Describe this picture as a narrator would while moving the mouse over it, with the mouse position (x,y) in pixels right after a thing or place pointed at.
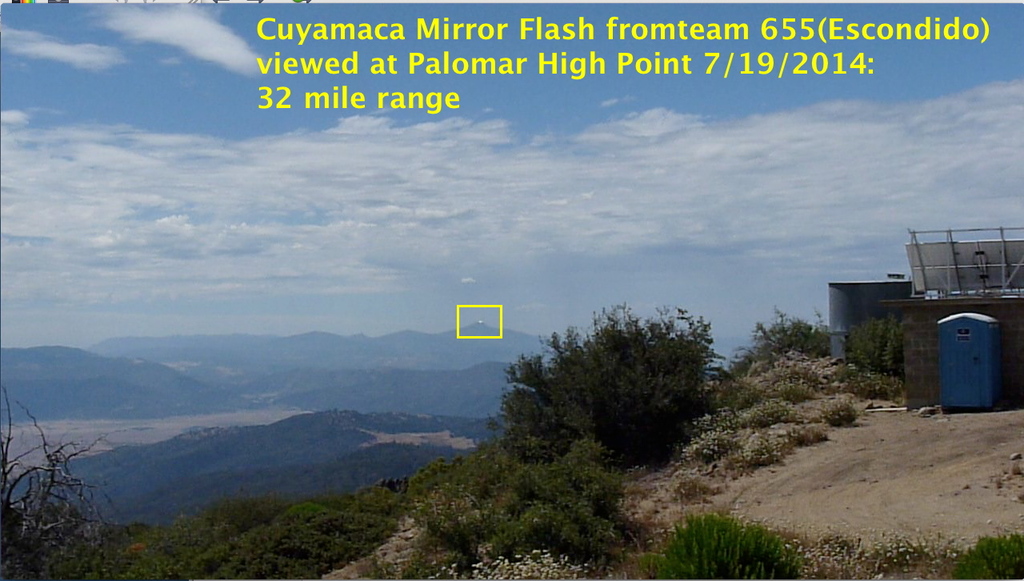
On the right side of the image (1007,329) there is a building (998,311) and there are a few other objects (947,347). There are plants (483,532). In the background of the image (162,495) there are trees (384,452), mountains (291,391) and sky (522,177). There is some text (959,16) on the top of the image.
